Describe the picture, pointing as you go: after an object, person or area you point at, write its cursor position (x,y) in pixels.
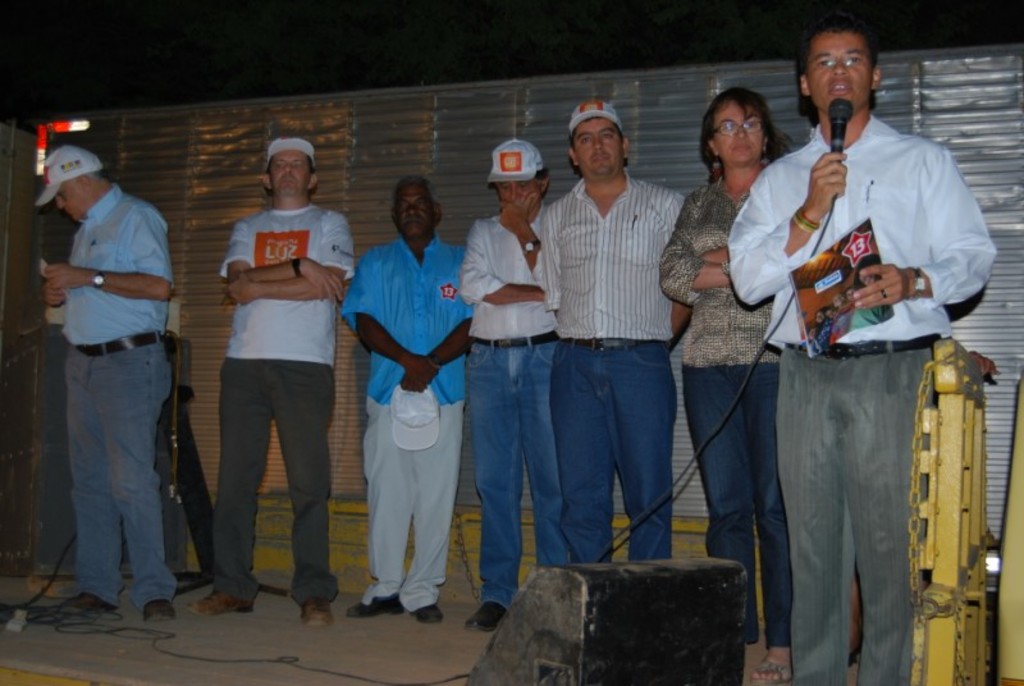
This picture shows few people (595,308) standing and few of them wore caps (511,163) on their heads (585,156) and we see a man (887,242) holding a paper (841,302) in his hand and speaking with the help of a microphone (842,130) and we see a speaker (592,631) and we see couple of them wore spectacles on their faces (857,87) and we see a man (423,380) holding a cap (410,422) in his hand (416,360).
